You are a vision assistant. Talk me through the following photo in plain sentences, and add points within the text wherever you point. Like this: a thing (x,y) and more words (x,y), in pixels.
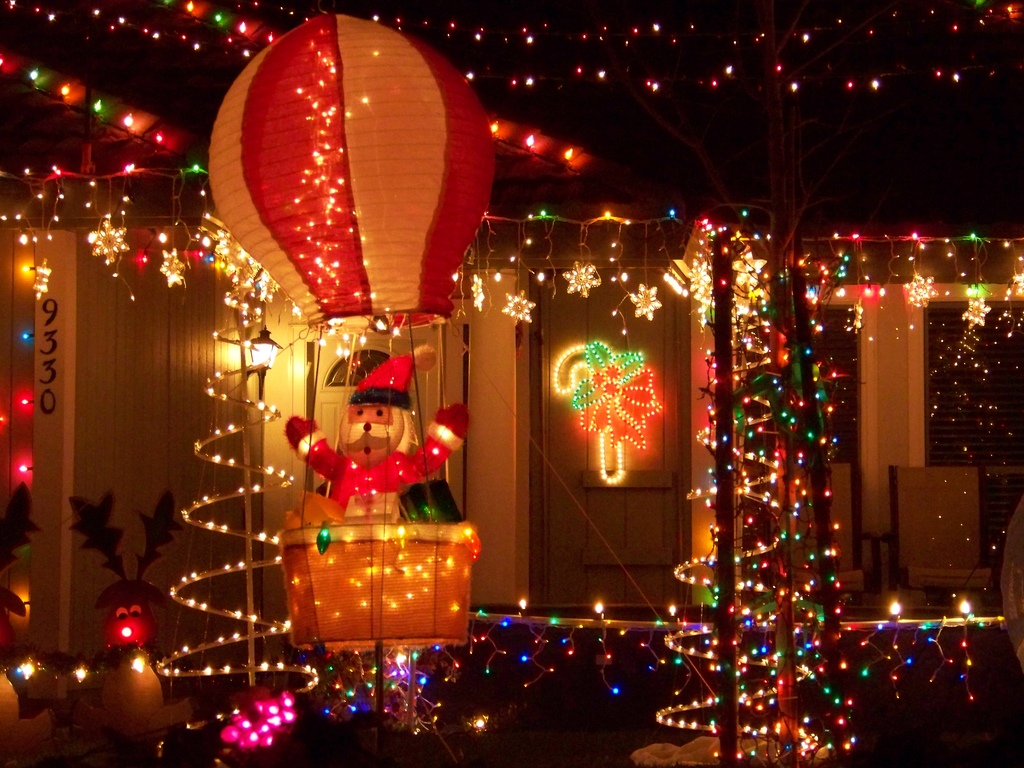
In this picture we can see decorative items (408,700), lights (782,595), windows (987,376), chairs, door (680,485), wall (924,454) and some objects (250,523) and in the background (708,145) it is dark.
